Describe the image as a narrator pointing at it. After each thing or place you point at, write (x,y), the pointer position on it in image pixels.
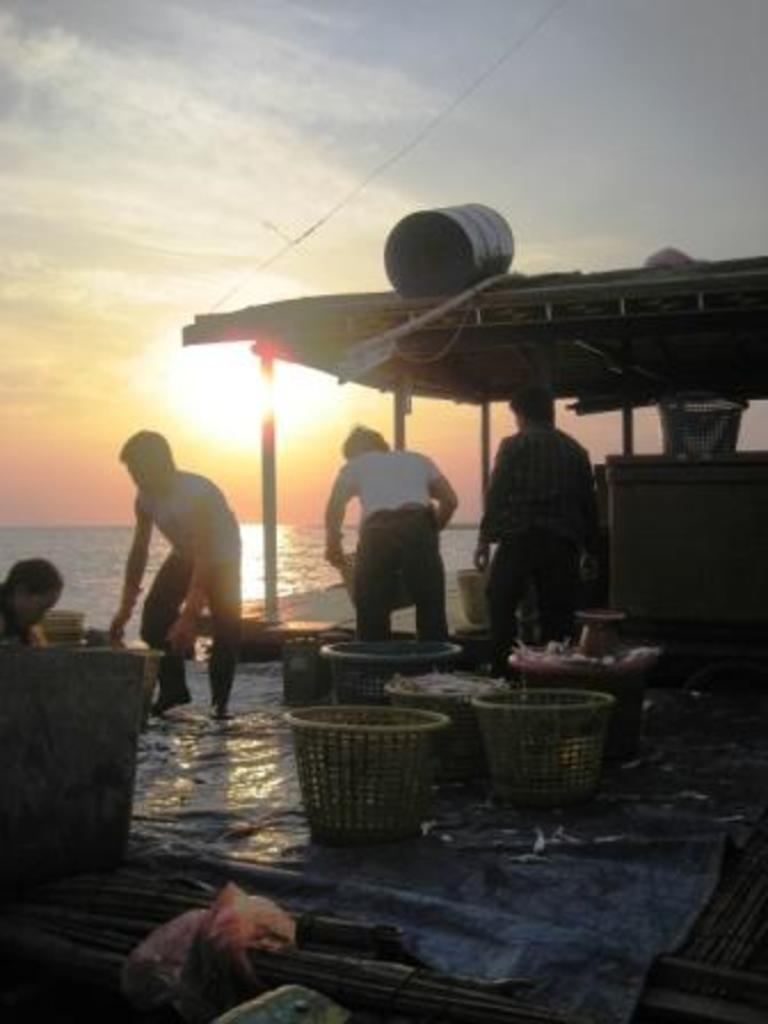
In this picture there are group of people (547,460) standing on the boat (697,607) and there are baskets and there is a drum (434,234) on the roof (506,363). At the top (402,122) there is sky (719,112) and there are clouds (344,97) and there is a sun (255,401). At the bottom (258,773) there is water (98,570).
